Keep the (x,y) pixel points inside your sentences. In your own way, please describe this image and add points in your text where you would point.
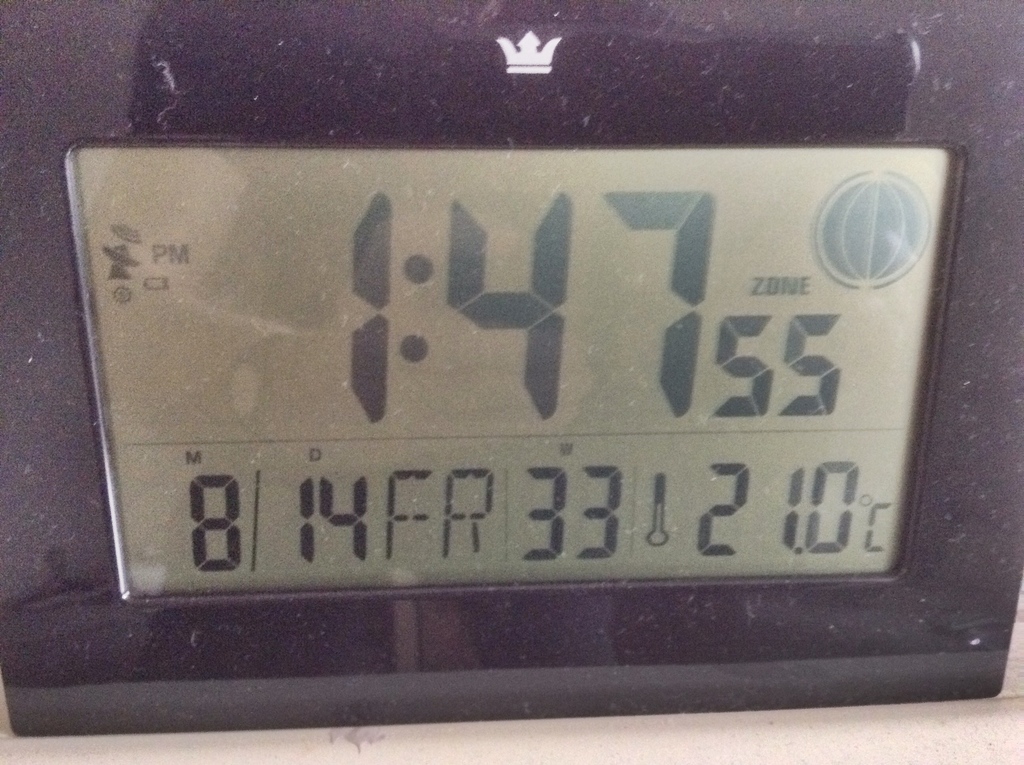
This picture is consists of digital clock (574,360) in the image.
